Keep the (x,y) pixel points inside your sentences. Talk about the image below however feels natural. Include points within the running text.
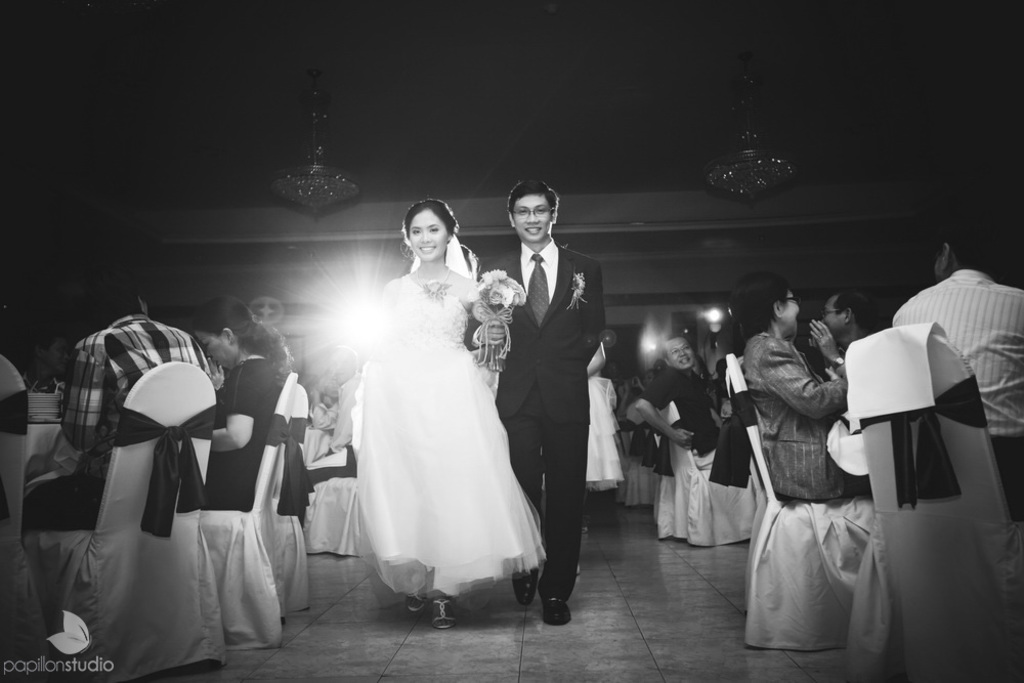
Here we can see a woman (432,252) and a man (536,387) walking on the floor (531,626) and they are smiling. They are holding a bouquet (490,273) with their hands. Here we can see group of people (234,339) sitting on the chairs (28,568). There are ceiling lights (727,176).
